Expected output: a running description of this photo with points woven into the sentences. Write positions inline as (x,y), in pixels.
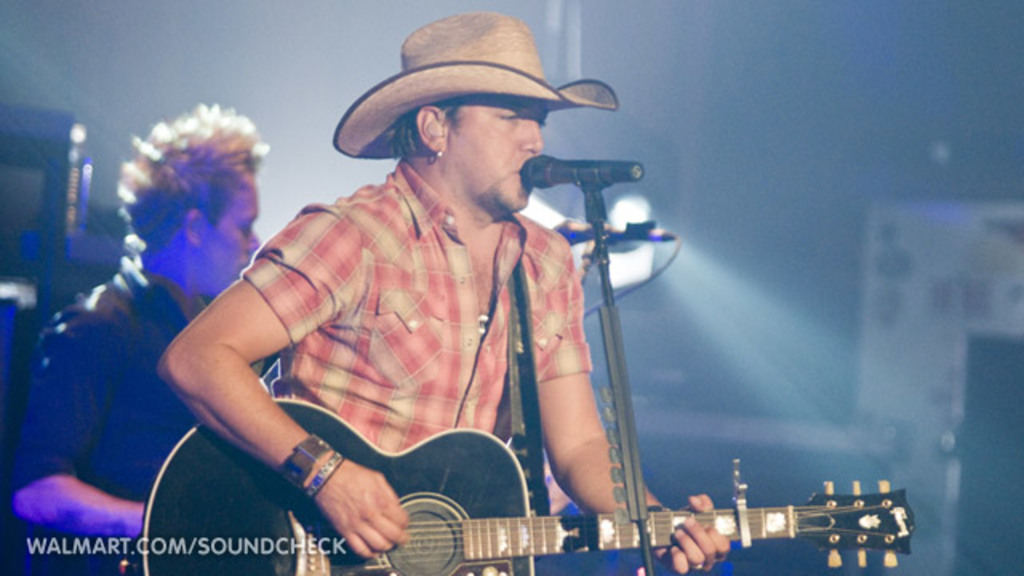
This man (404,238) is standing and playing a guitar (436,467) in-front of mic (542,173). This man (509,227) wore hat (505,40). Backside of this man (241,424) another man (122,373) is standing.
